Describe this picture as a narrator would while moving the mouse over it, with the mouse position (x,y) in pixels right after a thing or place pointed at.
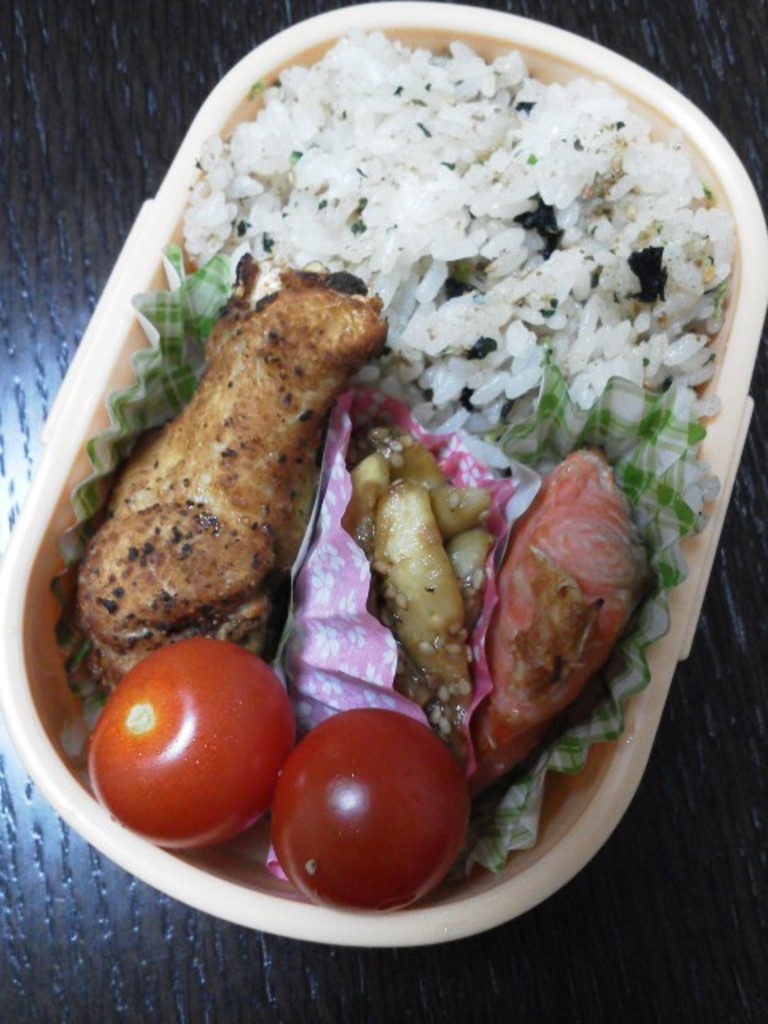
In this picture we can see box (294,653) with tomatoes (207,685), food (336,277) and papers (369,617) on the wooden platform (284,1004).
